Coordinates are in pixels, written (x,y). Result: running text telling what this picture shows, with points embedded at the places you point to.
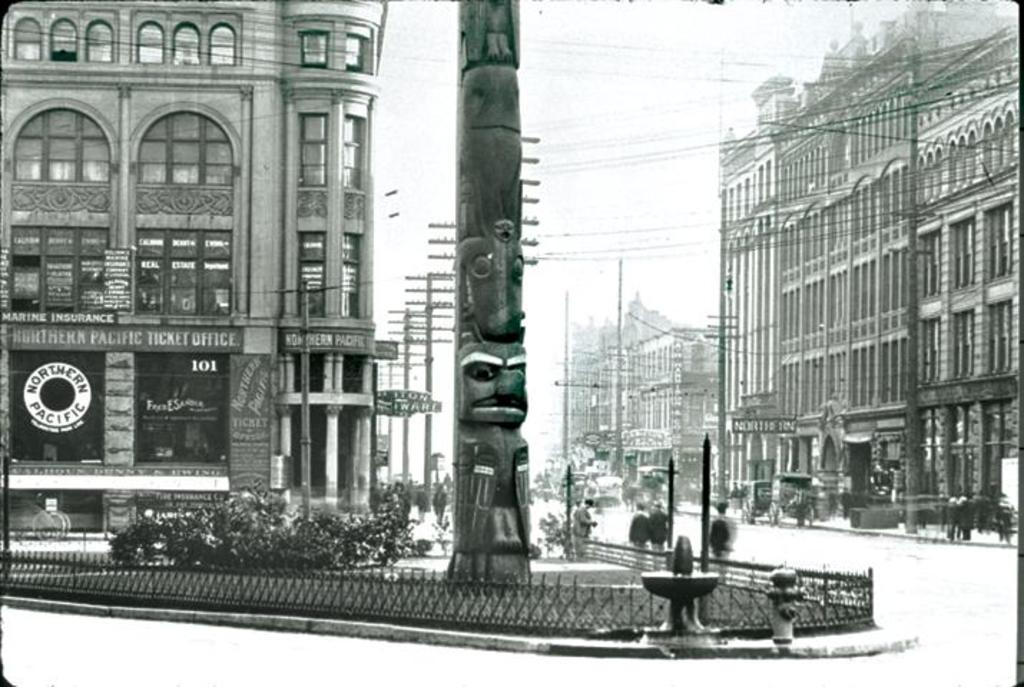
In this image there is the sky (647,93) towards the top of the image (670,124), there are buildings (786,350) towards the right of the image (797,335), there are poles (720,376), there are wires (625,250), there is road (896,560) towards the bottom of the image (879,582), there are persons (647,523) on the road (617,512), there is a fence (627,591), there is a pillar (507,253) towards the top of the image (477,207), there are plants (263,529), there is a building (154,247) towards the left of the image (105,240), there is text (152,333) on the building (190,378).
